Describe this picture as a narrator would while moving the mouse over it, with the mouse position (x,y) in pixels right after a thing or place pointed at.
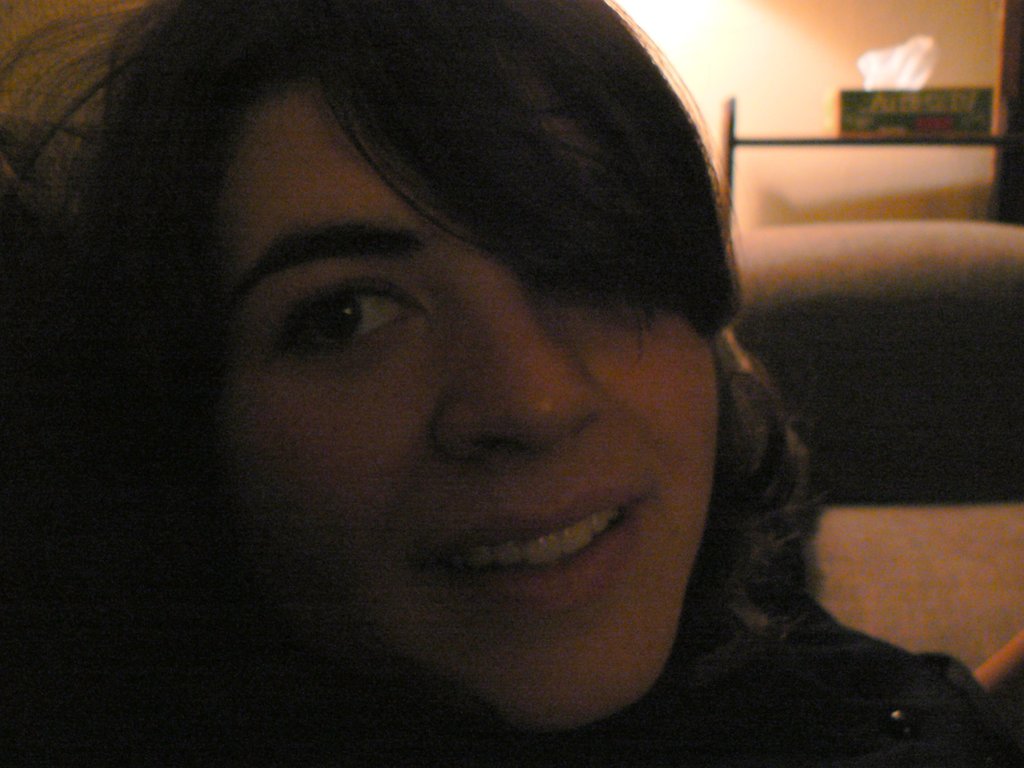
In the center of the image (392,326) there is a woman's face (378,529).
